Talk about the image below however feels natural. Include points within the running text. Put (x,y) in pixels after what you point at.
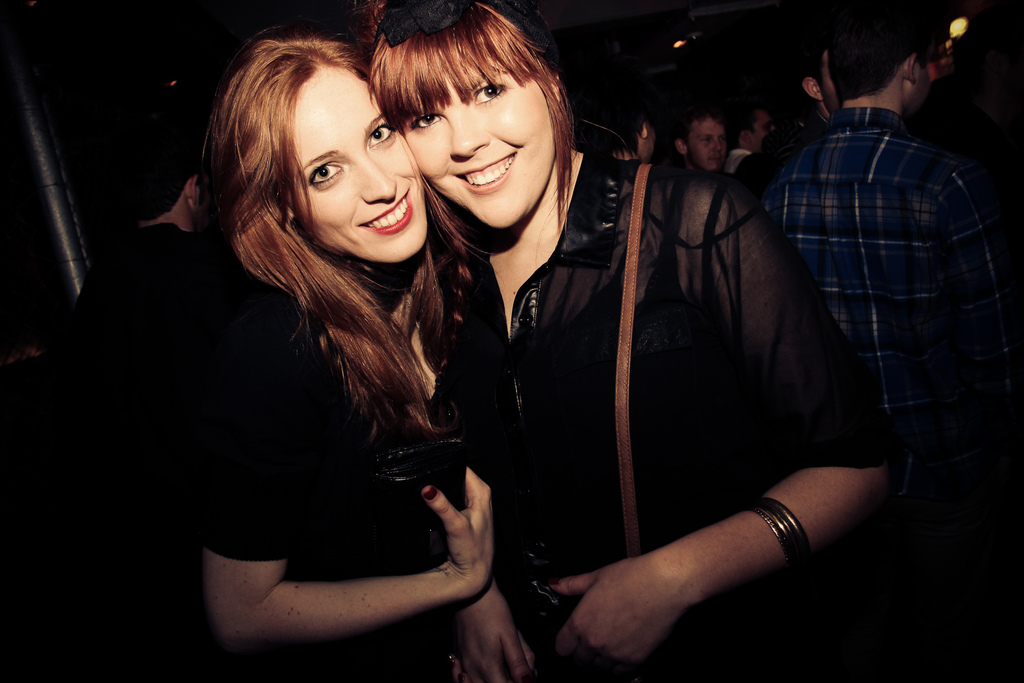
In this picture we can see two women (528,528) smiling and at the back of them we can see a group of people (736,153) standing and in the background (147,71) it is dark.
